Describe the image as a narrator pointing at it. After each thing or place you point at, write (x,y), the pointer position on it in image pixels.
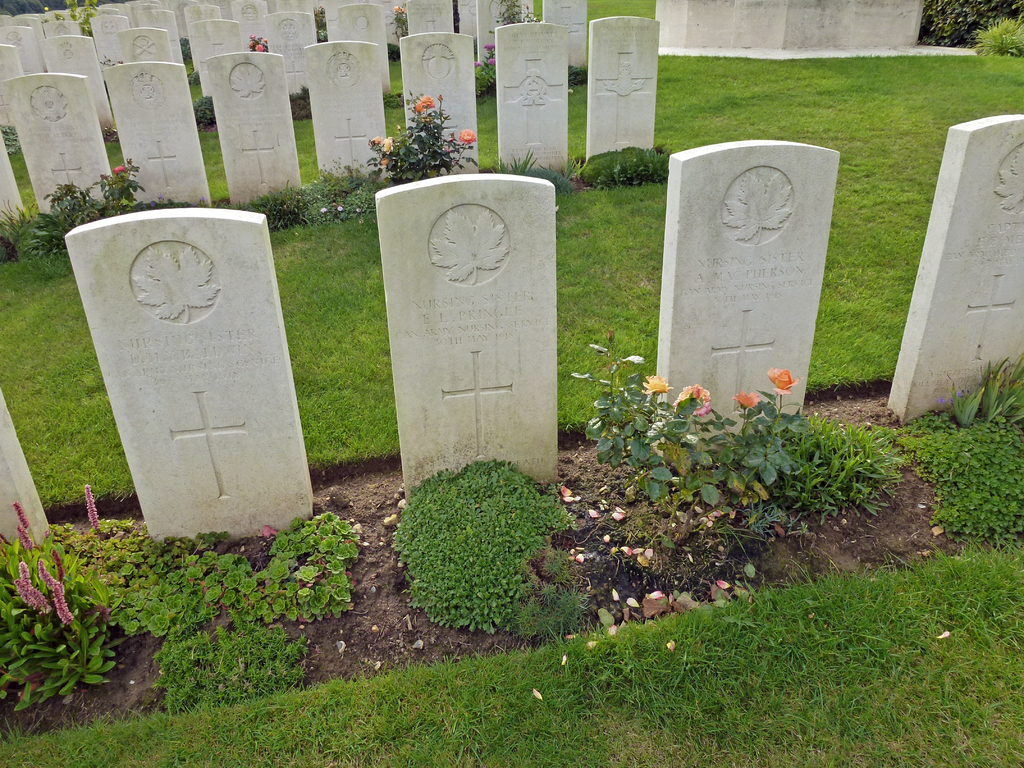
In this image I can see few cemeteries (676,218) and I can also see few flowers (690,463) in multi color and the grass (615,666) is in green color.
